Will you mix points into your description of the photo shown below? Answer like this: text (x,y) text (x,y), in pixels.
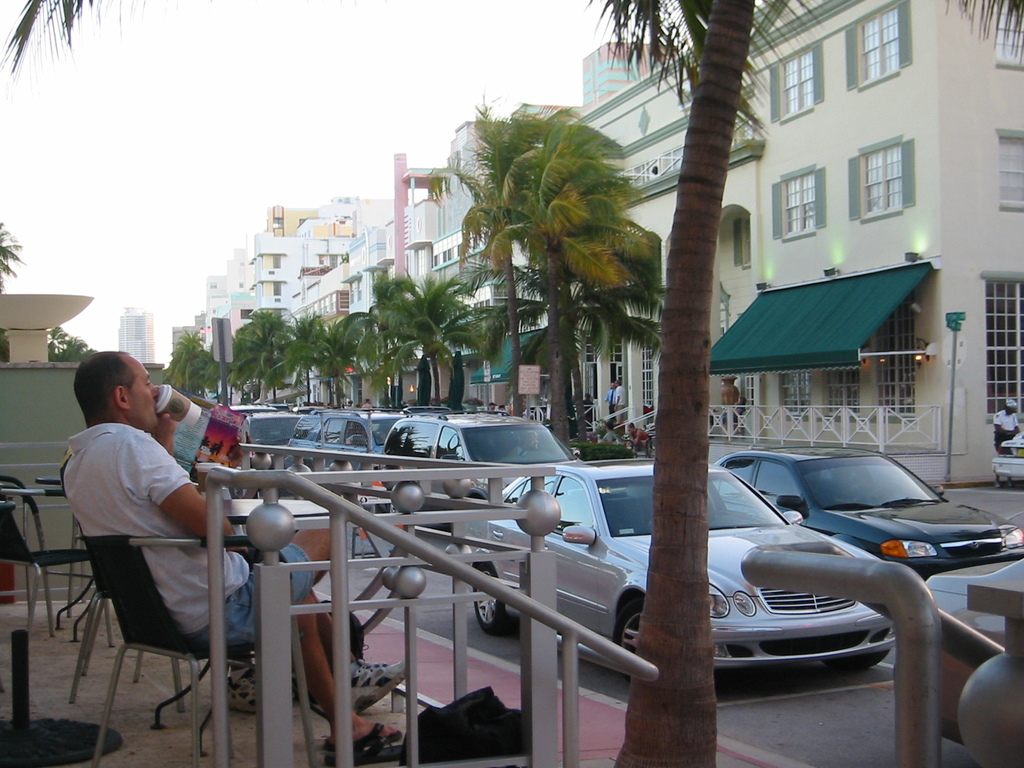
In this image I can see a few cars (627,529) on the road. On the left (160,508) the image we have a man (153,470) who is sitting on a chair (130,576) and drinking coffee (190,417) in a cup (179,399). On the right side of the image (843,208) we have few buildings (867,212) and trees (553,265) on the roadside (731,432).
